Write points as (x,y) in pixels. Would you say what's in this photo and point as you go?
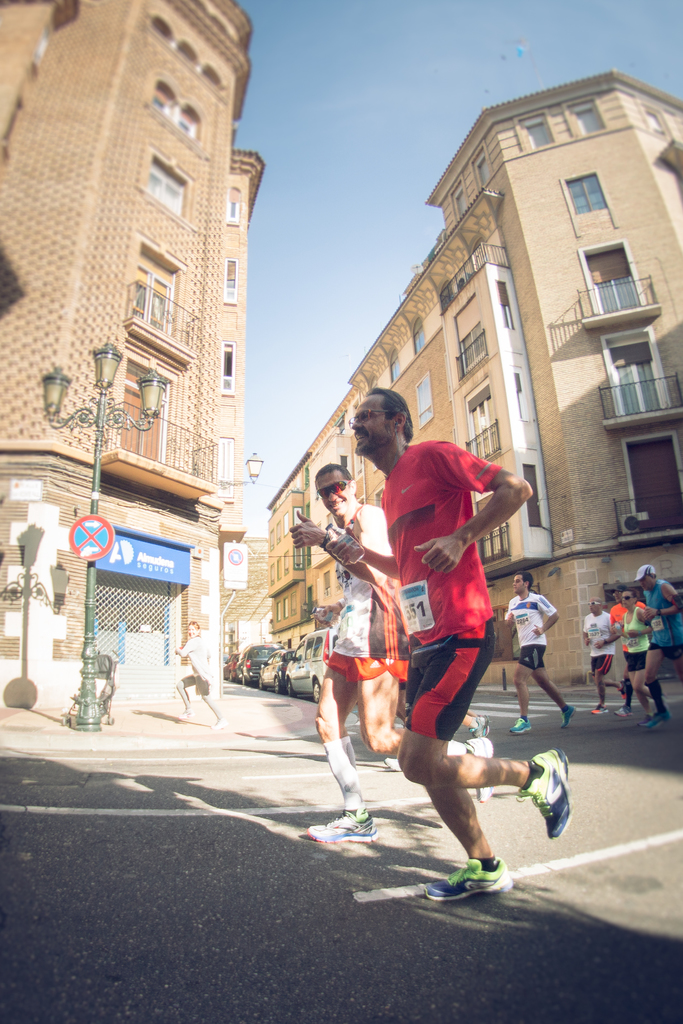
In this picture we can see there are groups of people (467,673) running on the road (371,757) and behind the people (424,615) there is a pole (86,565) with a signboard (81,532) and lights (115,365). On the right side of the pole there are some vehicles (252,648) parked on the road (256,698). Behind the vehicles (282,653) there are buildings (17,450) and a sky (325,237).
